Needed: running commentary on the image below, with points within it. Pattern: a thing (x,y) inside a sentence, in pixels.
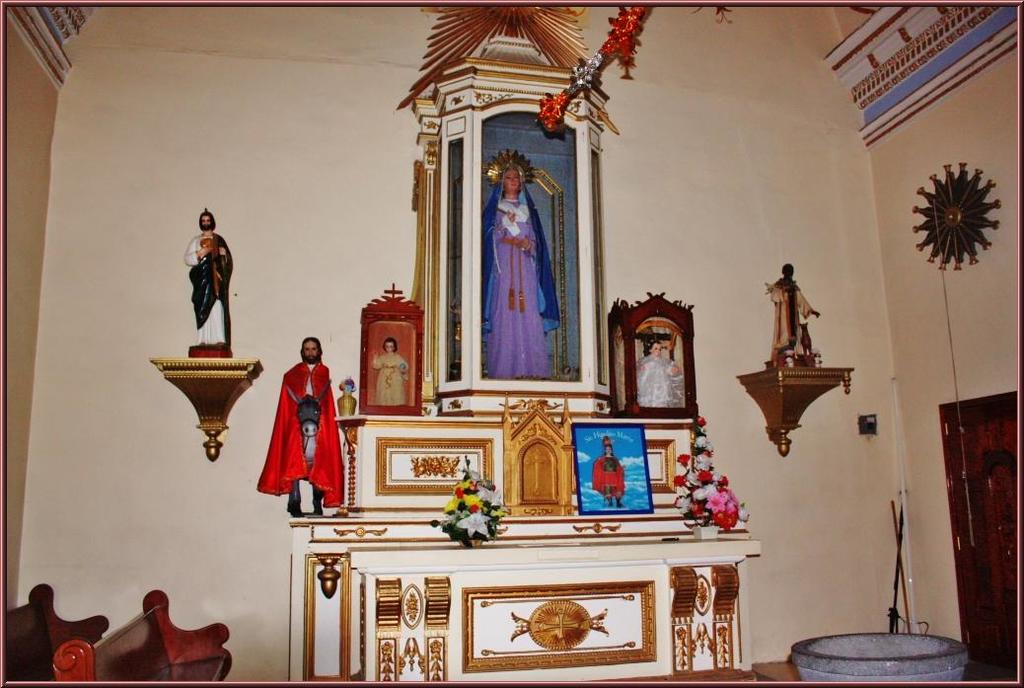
This is a photo. In the center of the image (452,410) we can see the sculptures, flower pots (490,506), shelves (318,542). In the background of the image (144,11) we can see the wall (840,529). On the right side of the image (1001,532) we can see a cupboard (989,520), frame (938,233) on the wall (1001,251) and pot (934,660). In the bottom left corner (162,604) we can see the objects (116,654).
